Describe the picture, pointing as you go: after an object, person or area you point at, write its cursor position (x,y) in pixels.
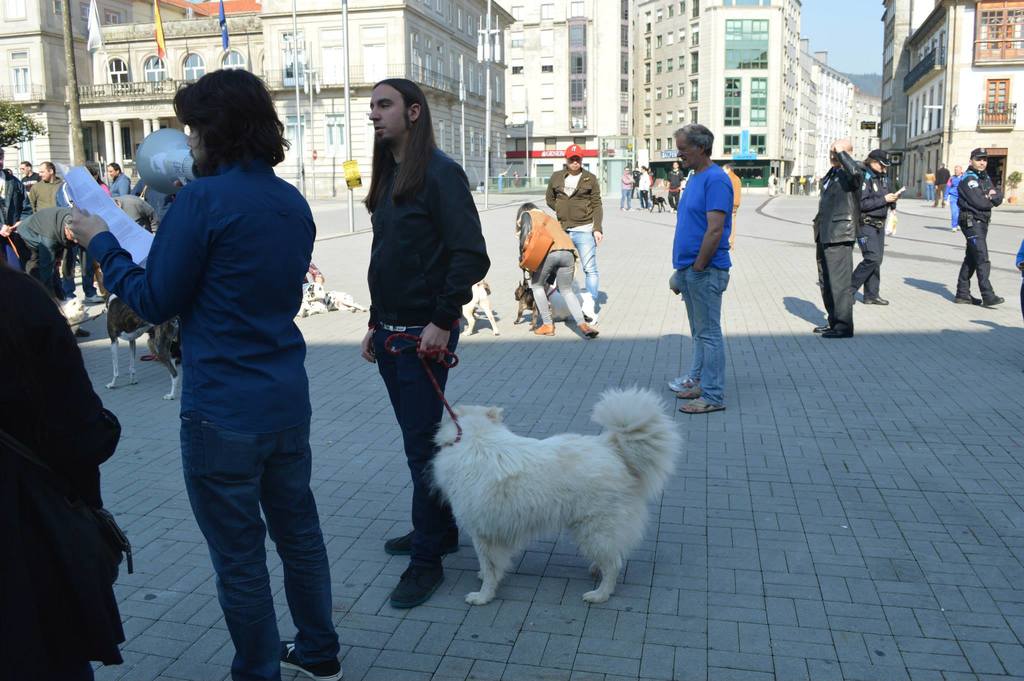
In this image we can see some people (285,291), animals (595,464), paper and other objects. In the background of the image (299,170) there are some buildings (362,67), poles (491,7), flags (91,30), people (687,130), trees (71,65), the sky (878,38) and other objects (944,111). At the bottom of the image (663,593) there is the floor (723,520).
